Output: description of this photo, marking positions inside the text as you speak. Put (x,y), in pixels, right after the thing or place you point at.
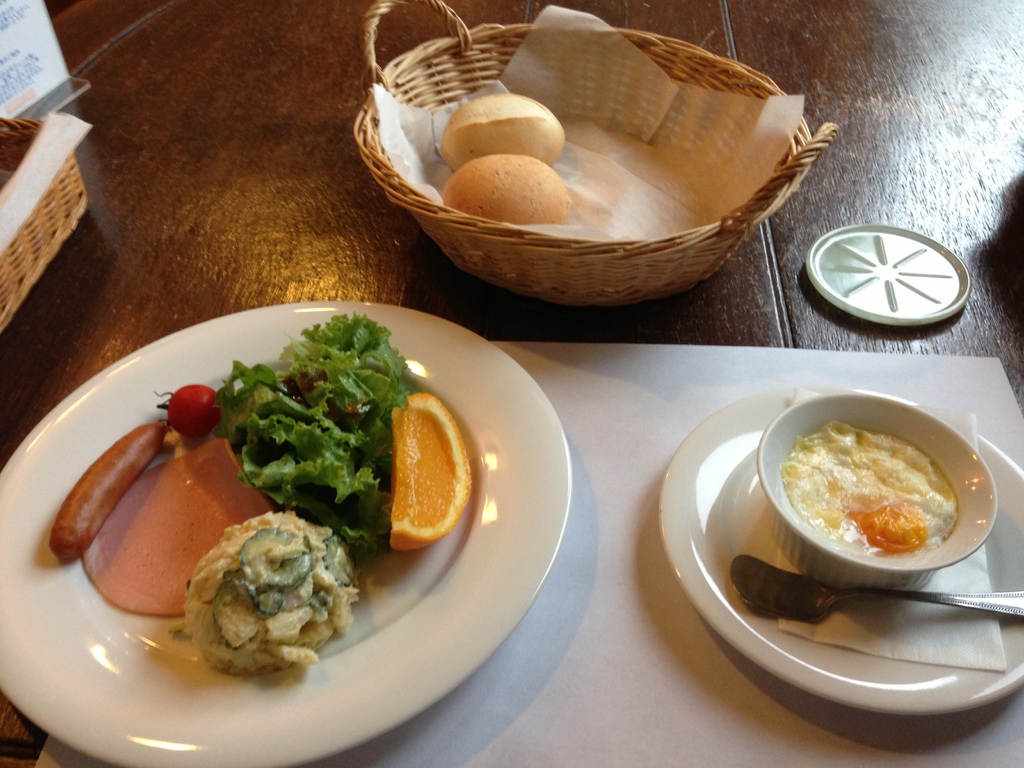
In this image, I can see the food items (471,200) on a plate (474,541), bowl (828,490) and a basket (563,258), there is a lid (862,303) and few other things (51,76) are placed on a wooden table (956,185).
